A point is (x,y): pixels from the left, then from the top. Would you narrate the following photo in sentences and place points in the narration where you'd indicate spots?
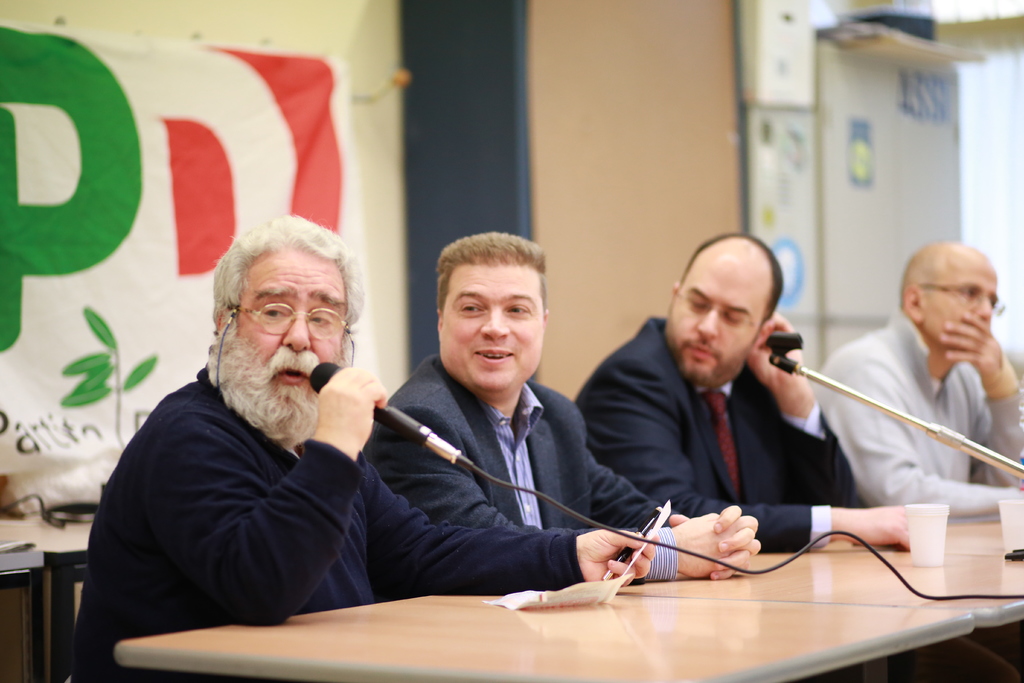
There are four men (556,430) sitting behind the table (676,643) as we can see at the bottom of this image (714,645). We can see a wall (668,211) in the background (590,193). There is a banner (155,209) attached to the wall (396,197) which is on the left side of this image (126,262). We can see a person (279,489) sitting on the left side (315,416) is holding a Mic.
